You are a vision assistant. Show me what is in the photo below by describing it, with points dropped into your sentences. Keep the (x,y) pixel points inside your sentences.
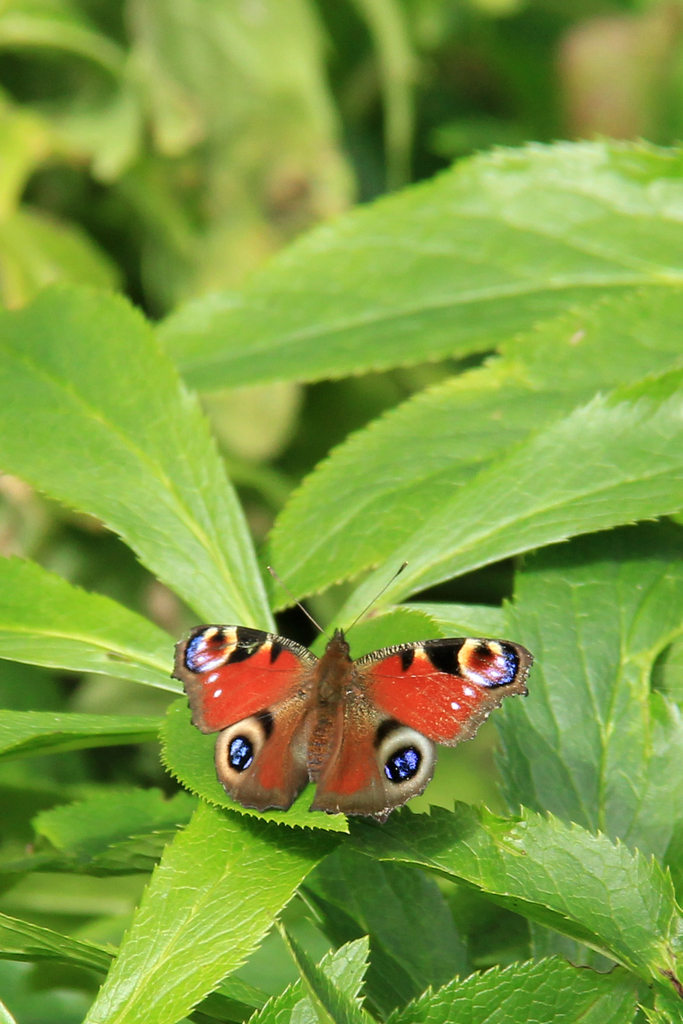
In this image there is one butterfly (403,727) and some plants (390,267) are there.
